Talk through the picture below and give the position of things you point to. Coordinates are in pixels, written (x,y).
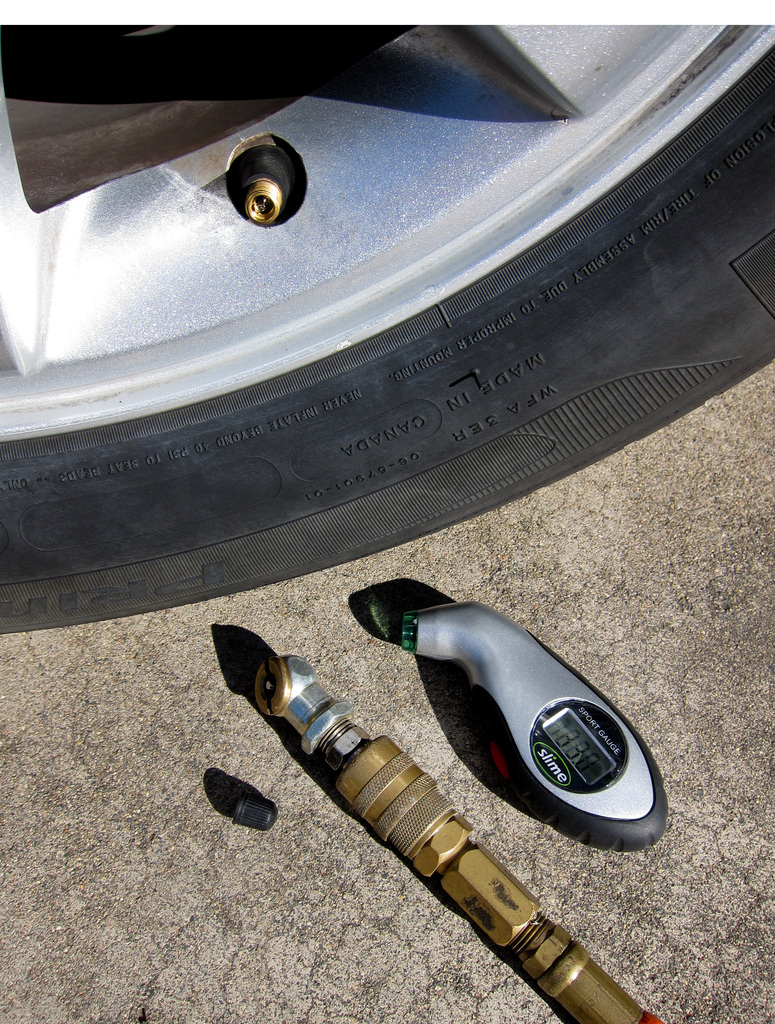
In the image there is a car tire (638,281) in the back (529,312) with a pressure measuring device (504,694) and a pipe (359,785) in the front (306,683).
